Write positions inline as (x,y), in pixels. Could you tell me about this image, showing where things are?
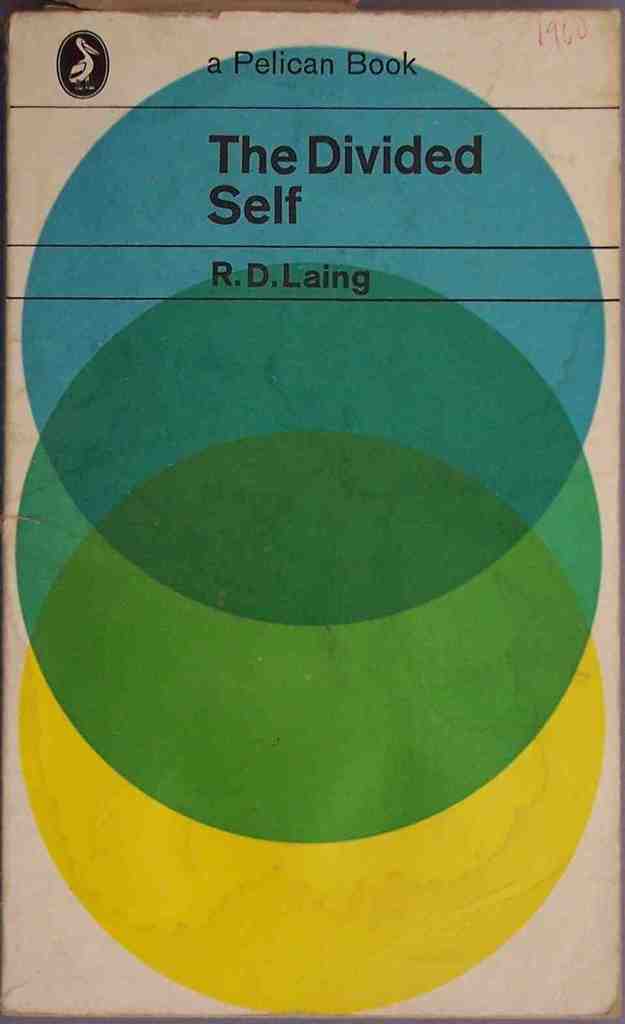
In this image there is a book (574,31), on that there is some text (292,182) and color circles (243,419).
